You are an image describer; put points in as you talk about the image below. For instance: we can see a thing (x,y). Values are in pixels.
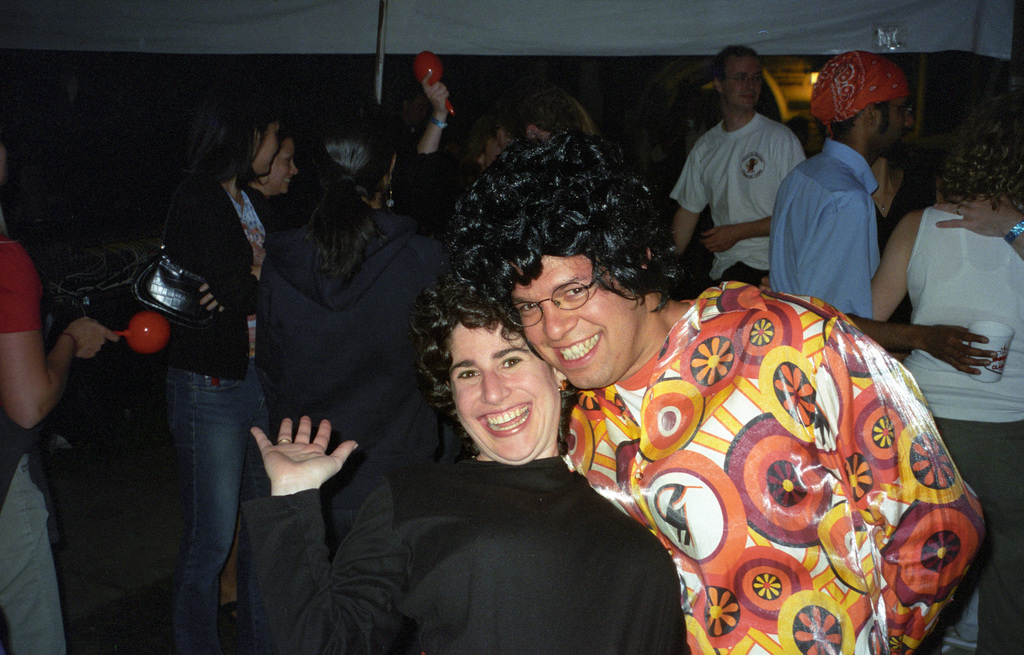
In this picture we can see two people (622,497) standing and smiling. There is a person (825,166) holding a cup (993,359) in his hand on the right side (1000,371). We can see a few people (772,154) in the background (37,402). There are some lights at the back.
